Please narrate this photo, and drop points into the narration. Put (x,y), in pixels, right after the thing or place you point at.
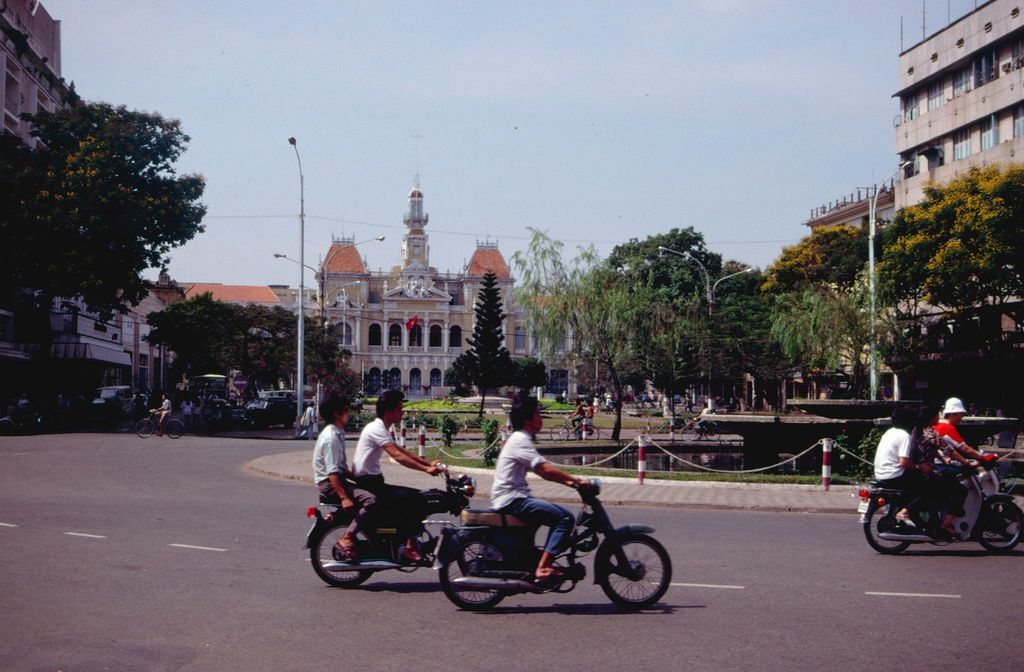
people (377,481) are riding vehicles (491,542) on the road (213,546). behind them there is water (720,452) and trees (790,322) at the right (832,327). at the back (425,383) there is a building (366,315) and other buildings (957,162) at the right (979,116) and left. this is a morning time.
